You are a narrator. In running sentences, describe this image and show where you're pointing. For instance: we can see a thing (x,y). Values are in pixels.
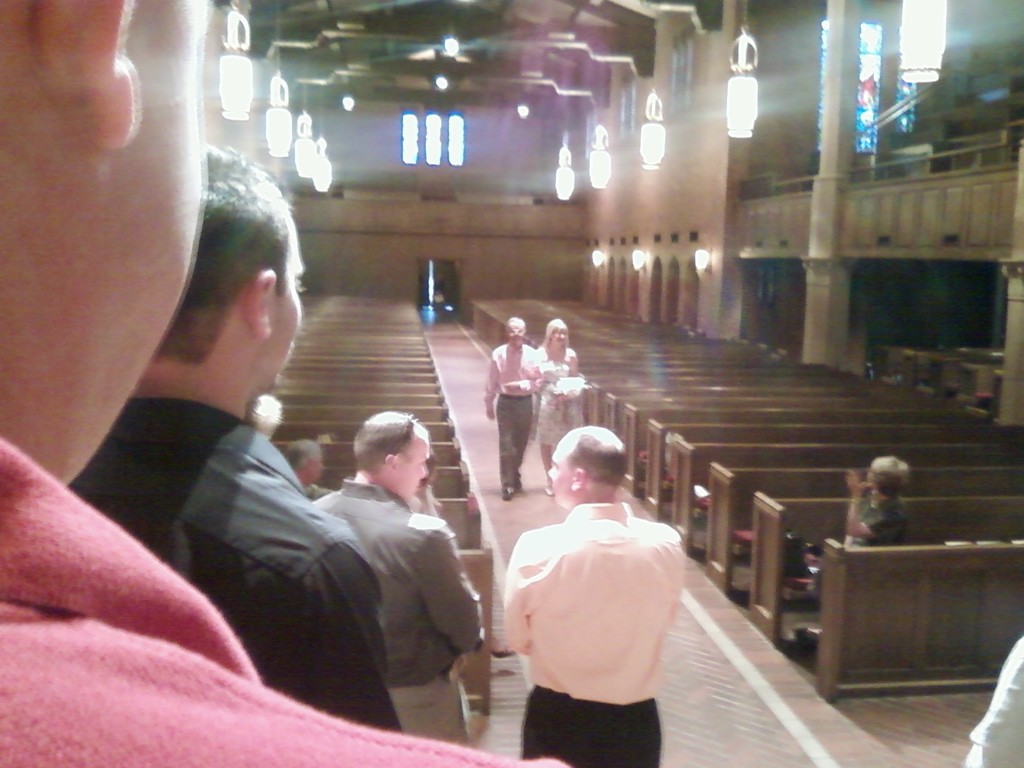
In the picture I can see people (462,690) among them some are standing on the floor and some are sitting on benches (762,509). In the background (663,458) I can see lights (594,180) on the ceiling (642,36), benches (610,355), pillars (830,139), doors (432,308), windows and some other objects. This is an inside view of a building (519,282).
